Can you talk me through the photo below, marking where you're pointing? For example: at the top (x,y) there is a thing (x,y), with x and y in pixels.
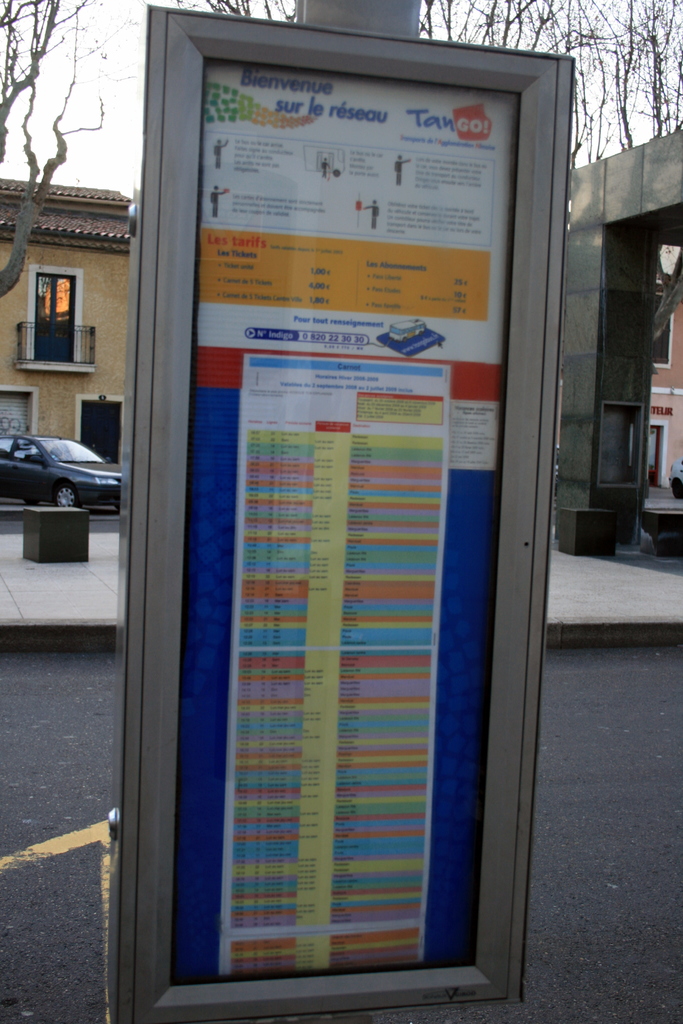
In this image I can see a metal pole (391,14) and a silver colored board (173,386) in which I can see a poster (311,483) which is white, orange and blue in color. In the background (549,898) I can see the road (609,816), the side walk (74,619), a car (25,468) on the road (117,515), few buildings (124,398), few trees (56,8) and the sky (105,100).
